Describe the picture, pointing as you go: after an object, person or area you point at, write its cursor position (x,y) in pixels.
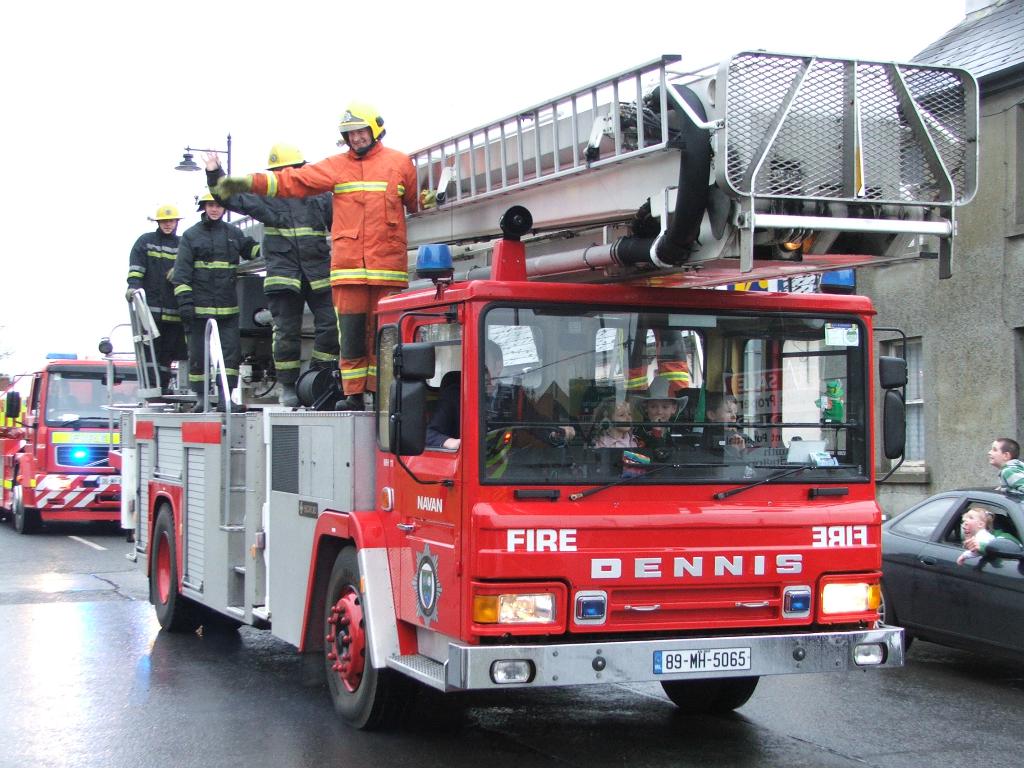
This image consists of fire vehicles (384,584). There are some persons (188,327) standing on that. There is a car (895,560) on the right side (883,558). It is in black color. There are some persons (965,522) sitting in that car (932,532).
